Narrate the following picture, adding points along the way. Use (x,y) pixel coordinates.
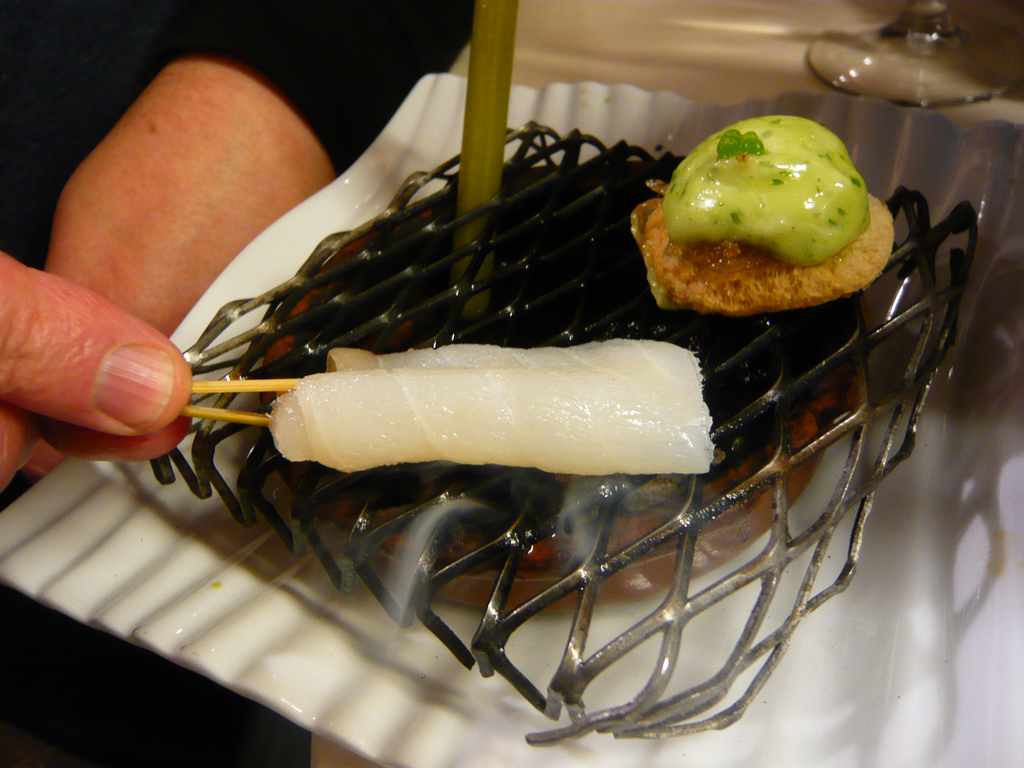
In this picture I can observe some food (615,349) placed on the grill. On the left side (213,244) I can observe a human hand (111,334). In the top right side (910,76) I can observe a glass (888,42) on the table (775,44).
